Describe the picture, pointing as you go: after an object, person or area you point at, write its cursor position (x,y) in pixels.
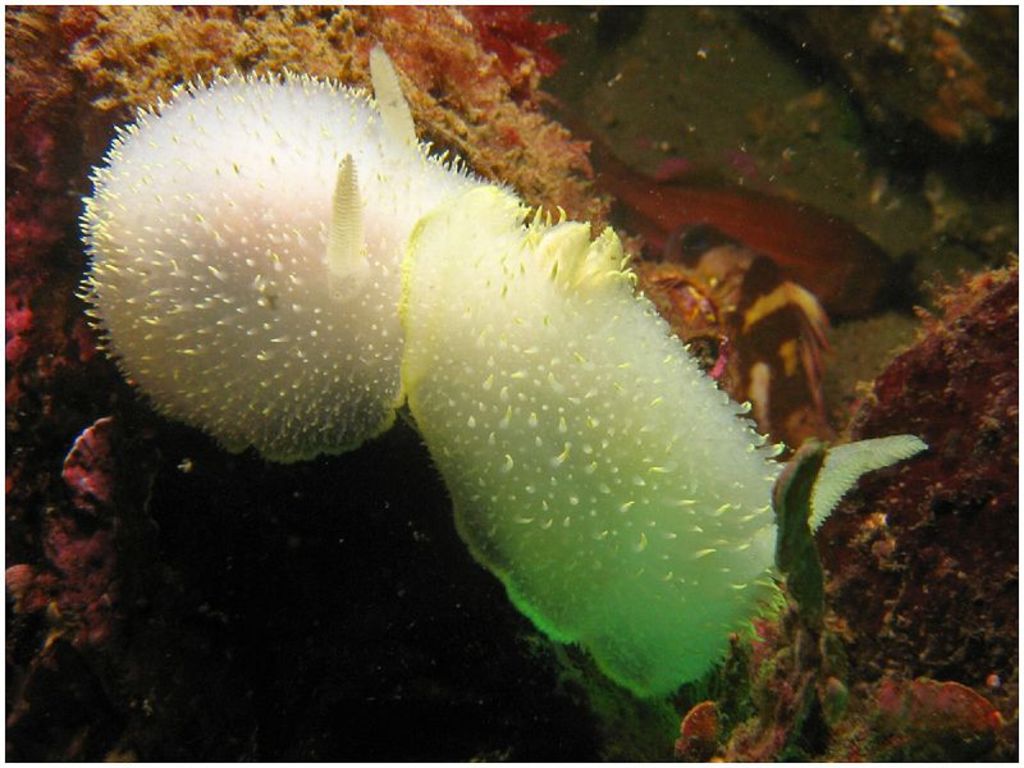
In this image, I can see submarine plants (574,216) and species (540,522) in the water (448,520). This picture might be taken in the ocean (582,68).
